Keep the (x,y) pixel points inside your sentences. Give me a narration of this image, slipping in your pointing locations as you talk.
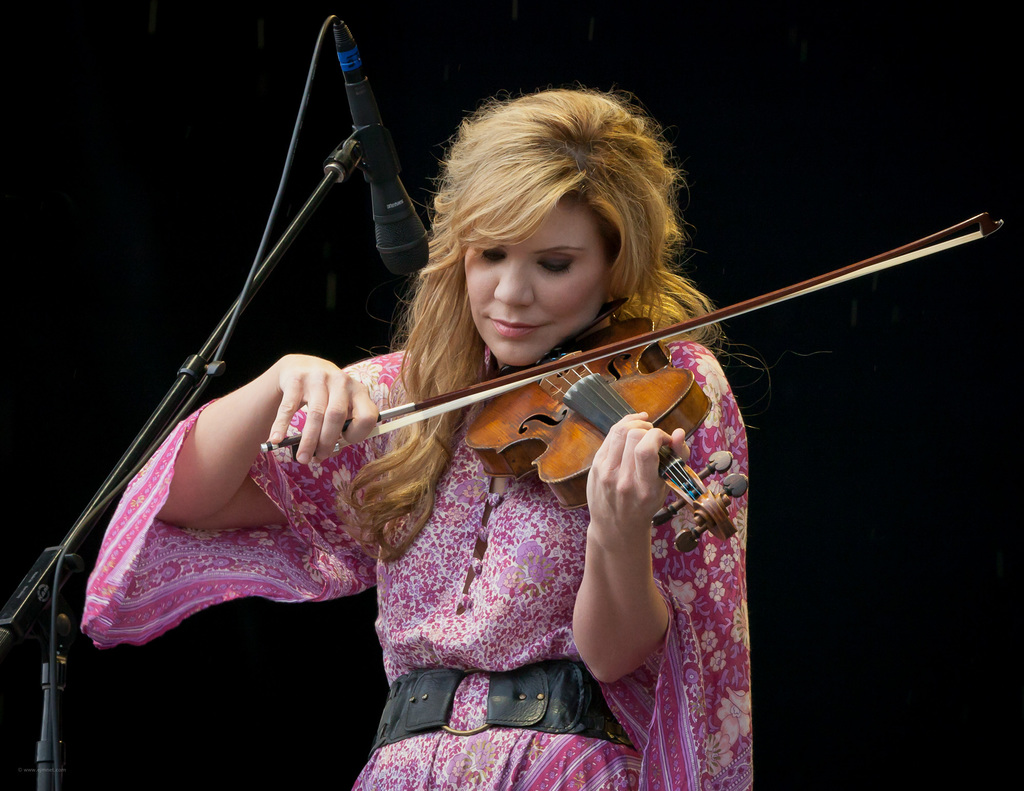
This picture describe about the woman (487,260) with golden silky hair (471,237) wearing colorful pink dress (532,498) and standing holding the violin (561,425) in her hand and playing in the microphones (382,199) in front of her.
